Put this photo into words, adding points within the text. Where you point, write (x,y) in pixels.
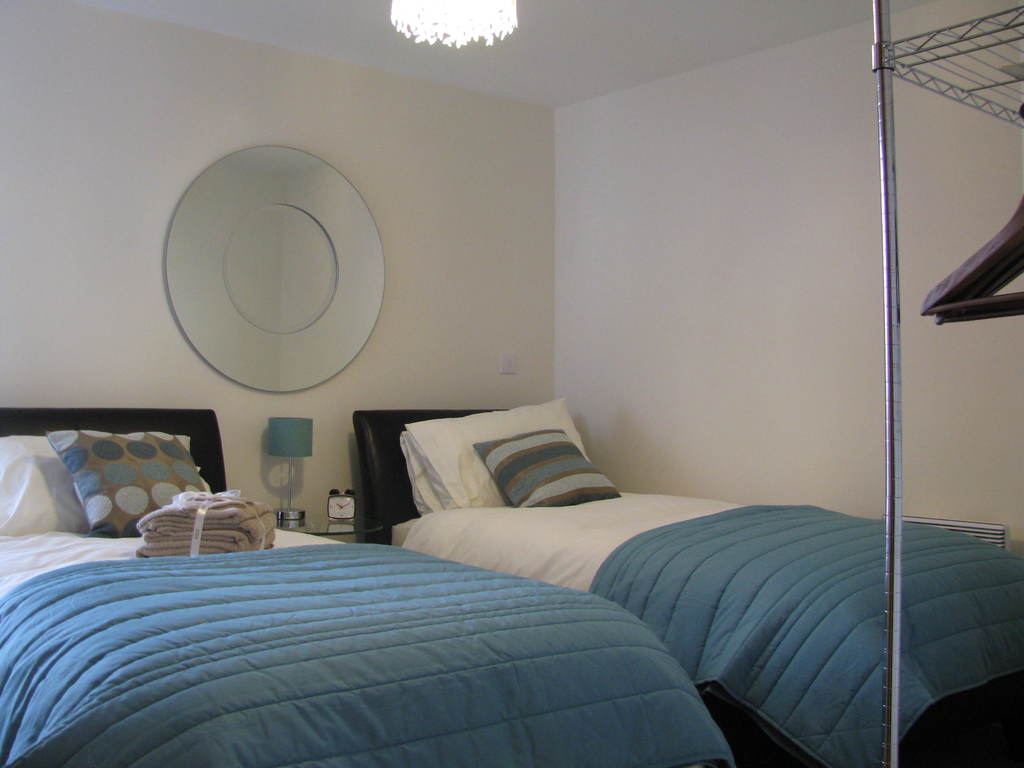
In this picture we can see two beds (478,591) in a room (271,586). These are the pillows (547,446) and there is a wall (769,227). Here we can see a light (514,14). And this is lamp (280,450).
